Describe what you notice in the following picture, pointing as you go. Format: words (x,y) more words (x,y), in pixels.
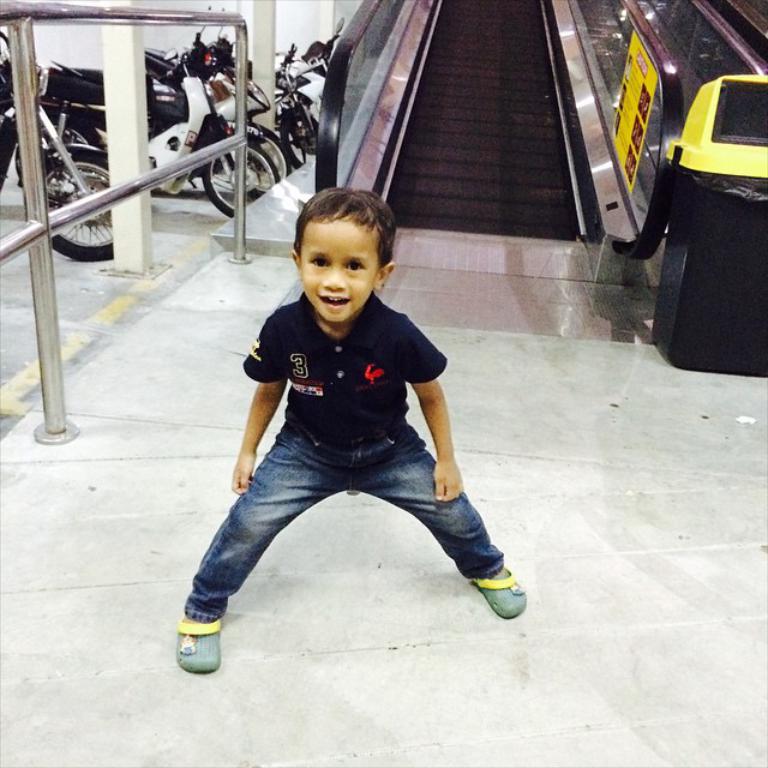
In this image we can see a kid (366,423) wearing black color T-shirt (355,402) blue color jeans (267,538) standing and in the background of the image (313,142) there is escalator (423,145), some vehicles (198,87) parked and fencing (179,163).
